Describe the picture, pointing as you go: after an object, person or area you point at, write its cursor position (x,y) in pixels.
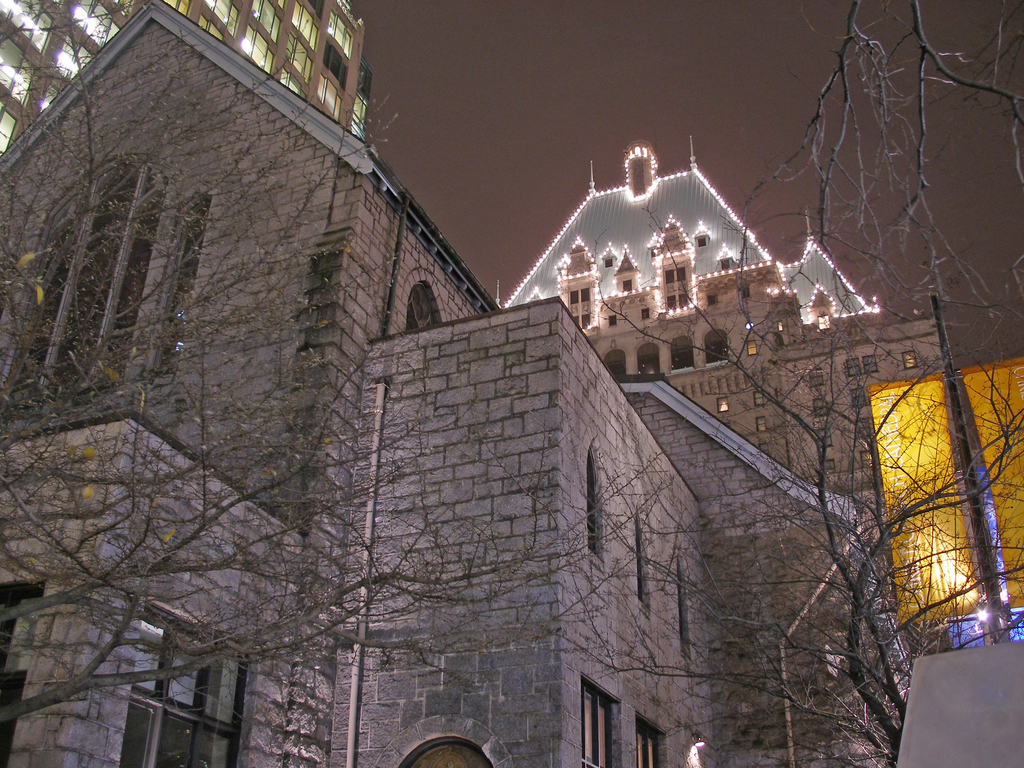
There is a building (628,235) which is decorated with lights (611,252) on it and there is another building (271,527) beside it and there are dried trees (240,551) on either sides of it.
